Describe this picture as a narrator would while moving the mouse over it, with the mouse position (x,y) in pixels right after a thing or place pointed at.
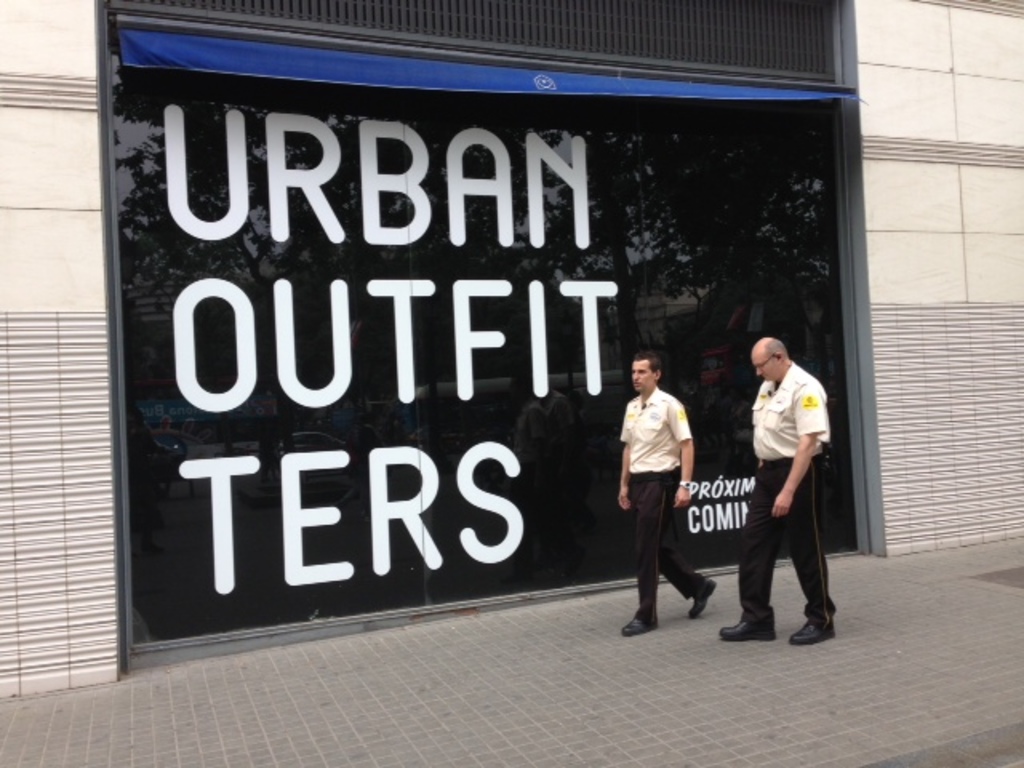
As we can see in the image there is a building (168,373), fence (790,23), two persons (646,494) walking and there is something written. There is reflection (514,309) of trees (703,244).
